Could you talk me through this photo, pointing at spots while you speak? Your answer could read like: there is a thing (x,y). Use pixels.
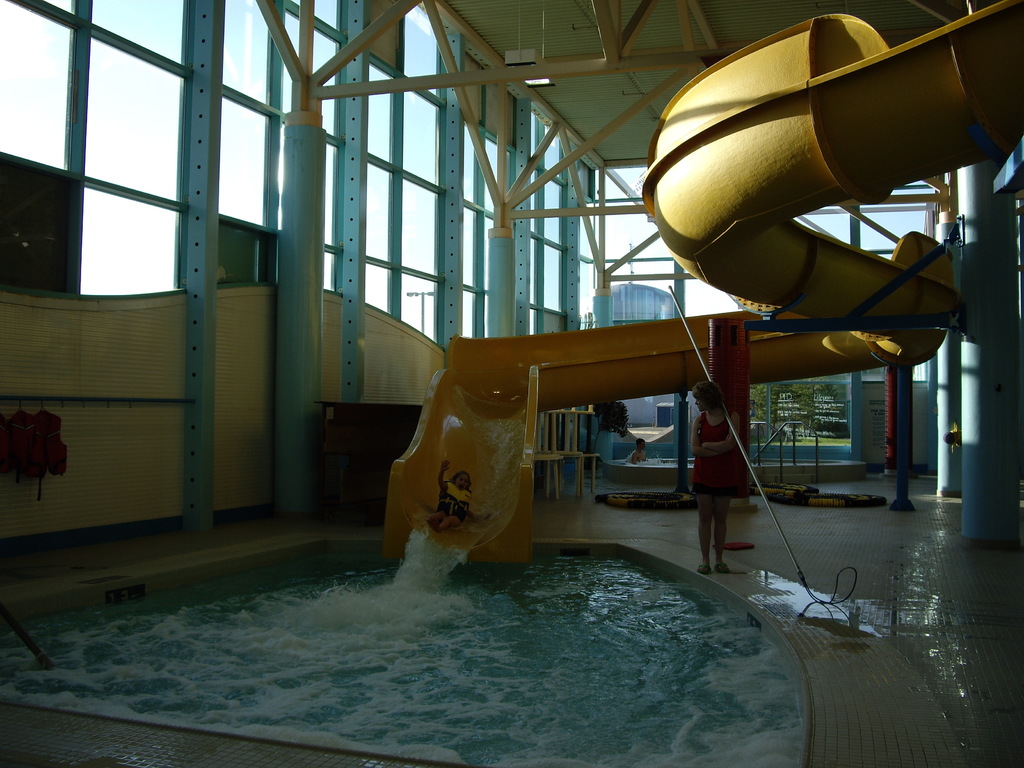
In this image, we can see an indoor pool (602,712) with a water slide (520,368) and there are some people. In the background (318,142), there are rods (303,122) and we can see glass doors (662,267), through the glass (549,290) we can see poles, buildings (661,295) and trees (801,429). At the bottom (894,573), there is a floor (875,532).
